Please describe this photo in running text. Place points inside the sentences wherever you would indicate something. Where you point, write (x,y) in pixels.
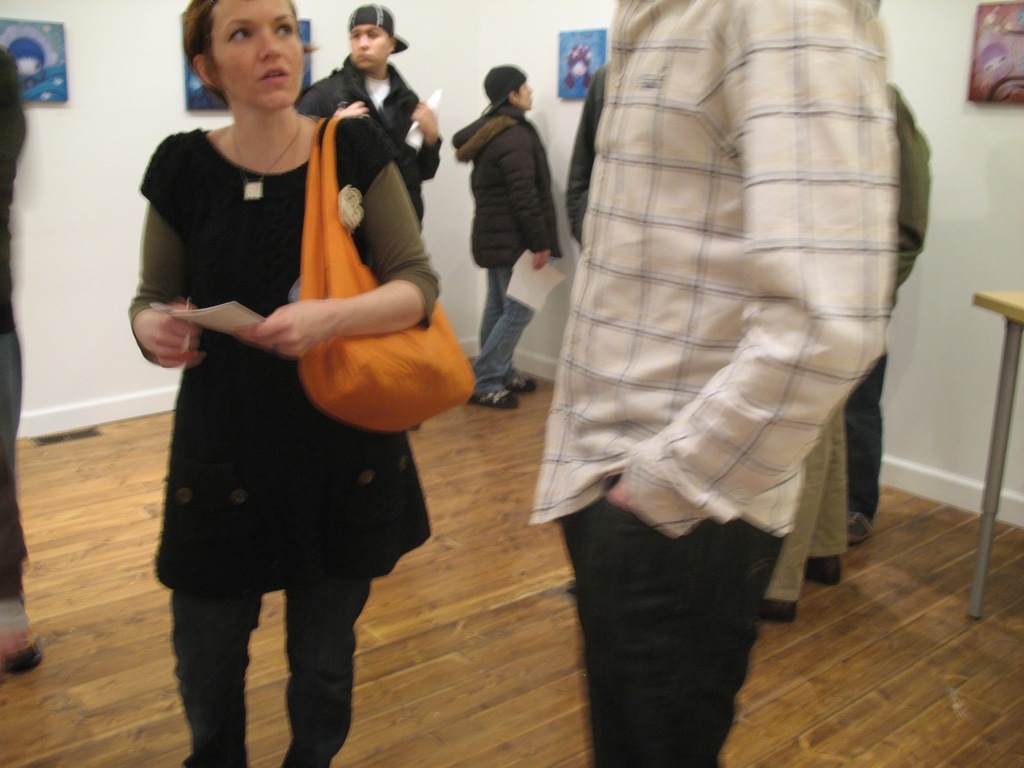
In this image we can see there are a few people (654,172) standing on the floor (524,479), some of them are holding papers (244,319) in their hands (249,338). In the background (129,141) there are some photo frames (577,64) are attached to the wall (572,106).
